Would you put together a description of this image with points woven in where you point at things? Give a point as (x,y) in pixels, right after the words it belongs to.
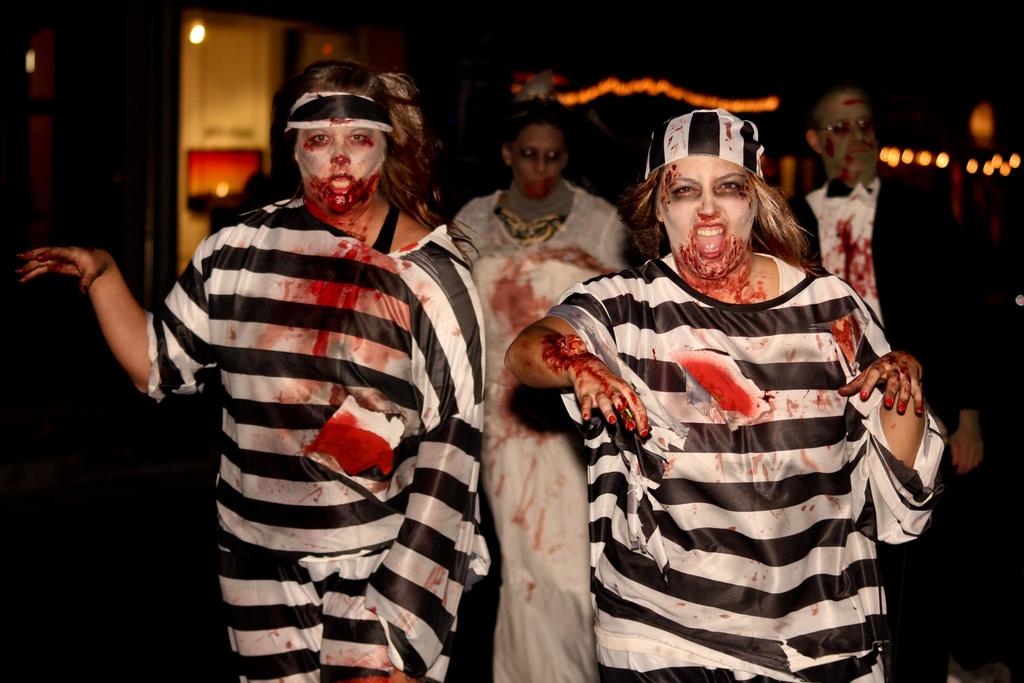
Here in this picture, in the front (399,419) we can see two women (421,430) in black and white colored dress (370,462), with a zombie makeup (353,210) on them present over there and behind them also we can see a couple (868,191) in a certain kind of makeup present over there and we can see lights (990,169) here and there.
